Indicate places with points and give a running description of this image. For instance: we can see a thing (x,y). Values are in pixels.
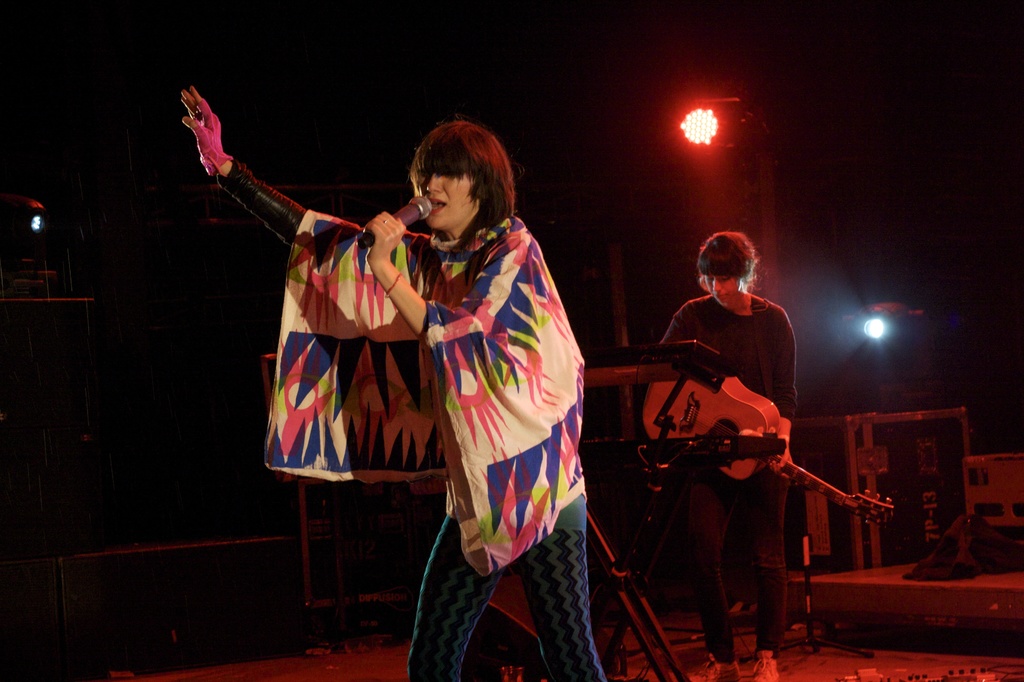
In this picture there is a person (513,373) holding a microphone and singing, behind this person (503,344) we can a person (714,534) playing a guitar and we can see devices (624,357). In the background of the image (850,269) it is dark and we can see the lights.
